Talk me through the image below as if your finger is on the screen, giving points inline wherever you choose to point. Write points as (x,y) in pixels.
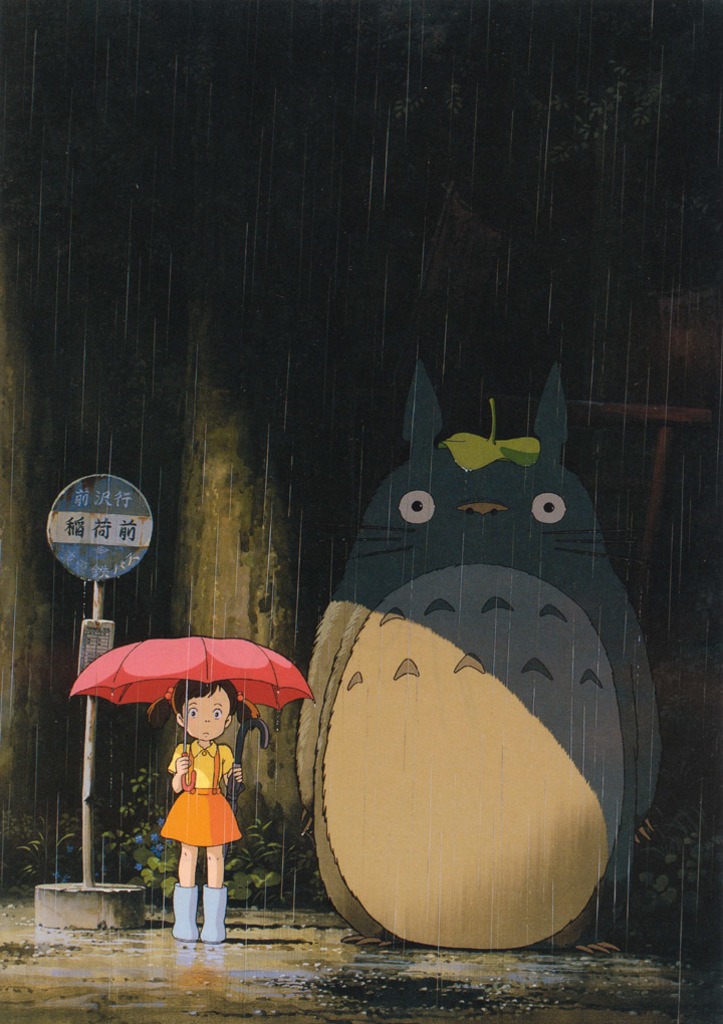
In this image I can see a girl (222,799) is holding an umbrella (145,692) in hand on the road (282,930), pole (120,907) and a creature (420,586). In the background (599,380) I can see a dark color and rain (163,911). This image looks like a animated picture.
